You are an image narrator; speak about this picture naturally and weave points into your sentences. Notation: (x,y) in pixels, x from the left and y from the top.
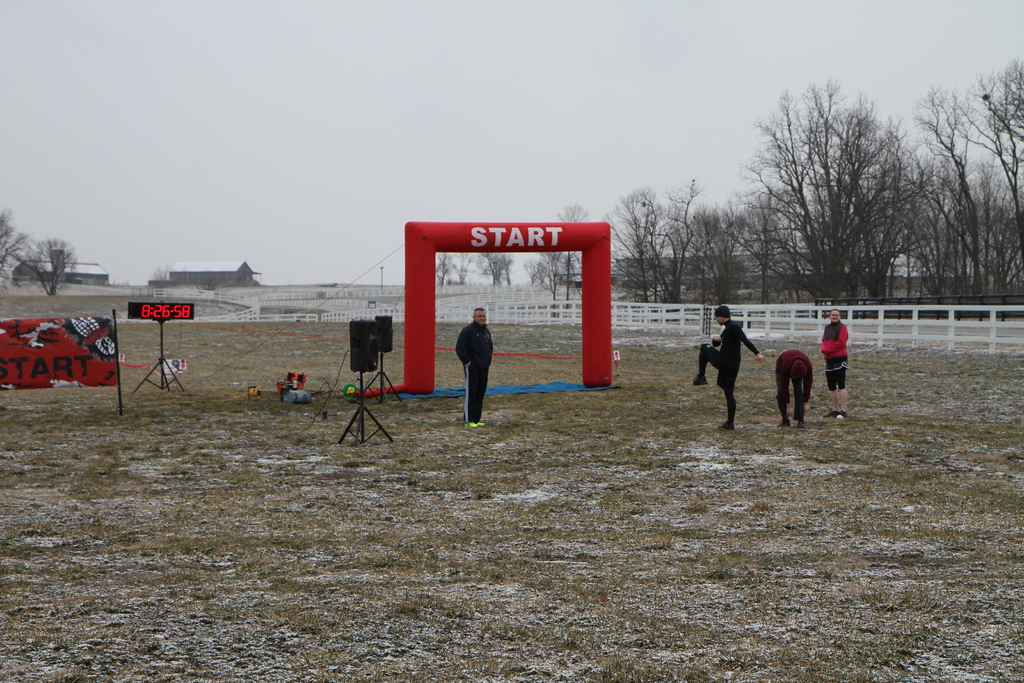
In this image we can see a group of people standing on the ground (563,544). We can also see some grass (561,529), speaker boxes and a digital screen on the stands (346,433), wires (237,356), a banner (48,324) with some text (46,380) on it, an inflatable arch (425,314) and some objects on the ground (317,494). On the backside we can see the fence (680,323), some buildings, a group of trees (506,284), poles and the sky (613,195) which looks cloudy.
